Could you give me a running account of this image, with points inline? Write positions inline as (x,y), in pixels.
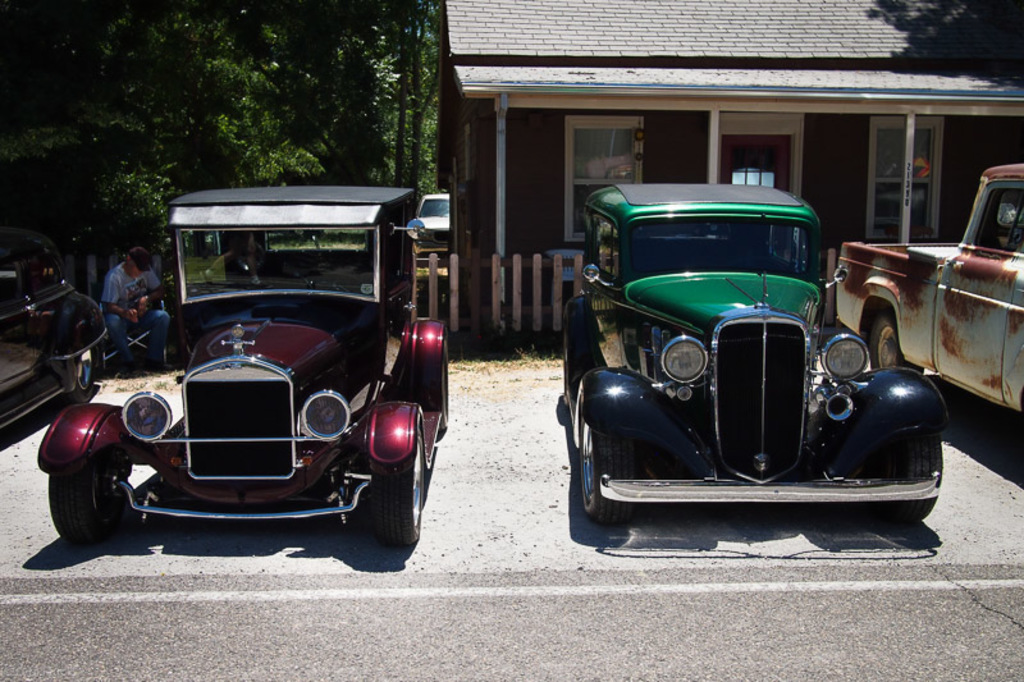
This picture is clicked outside. In the foreground (276,492) we can see the cars (681,342) are parked on the ground (501,493) and there is a person (158,312) sitting on the chair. In the background (300,74) we can see the trees (344,65) and the house (707,115) and we can see the windows (626,176) of the house (531,285).
